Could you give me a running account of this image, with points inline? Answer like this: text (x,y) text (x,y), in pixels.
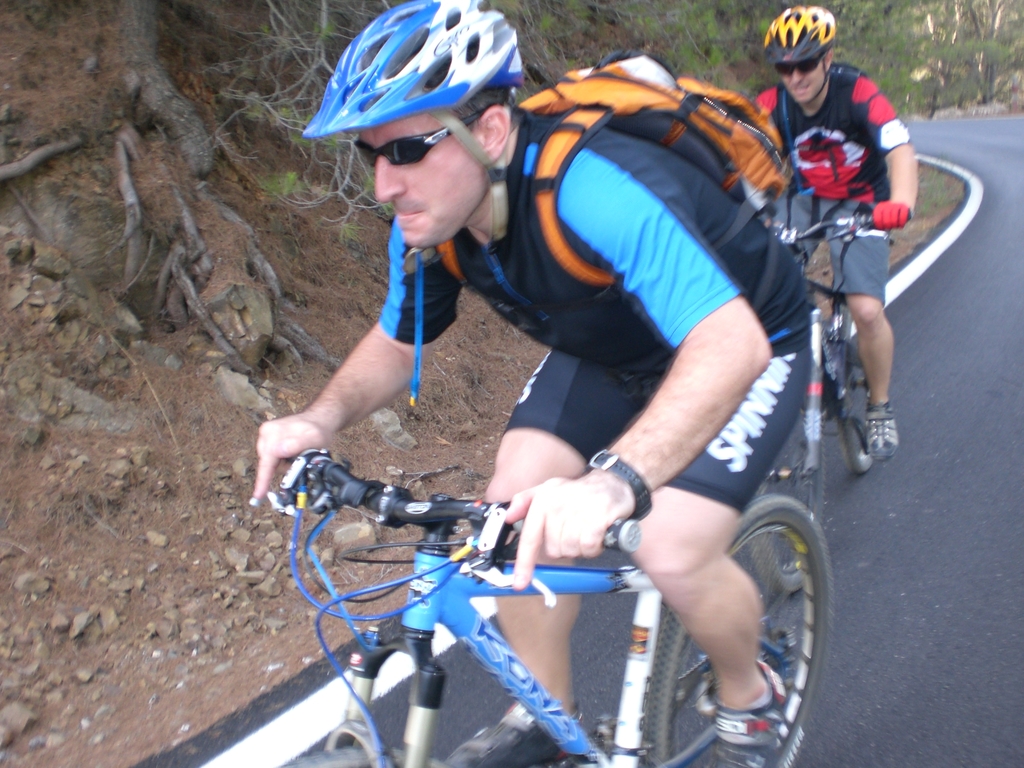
In this picture I can see the road (937,552) in front (941,527), on which I can see 2 men (519,309) who are on the cycles (553,603) and I see that they're wearing helmets (795,25) and carrying bags (773,138). In the background (353,187) I can see the trees (722,37) and I see number of stones (26,390).
